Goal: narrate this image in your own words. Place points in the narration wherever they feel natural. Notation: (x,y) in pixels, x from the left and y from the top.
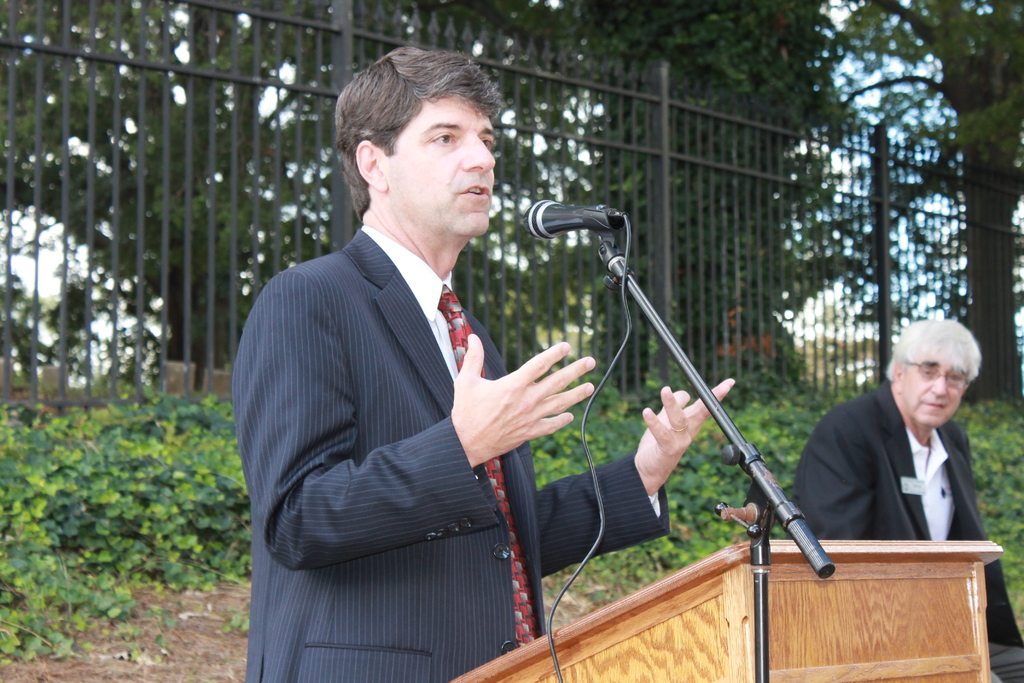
In this image, on the left (298,398) there is a man (410,441), he wears a suit (422,369), shirt (425,277), tie (464,325), in front of him there is a mic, podium (787,633). On the right (906,483) there is a man (955,511), he wears a suit (955,511), trouser (998,654), he is sitting. In the background (980,265) there are fence (334,188), trees (969,98), sky (926,118).
